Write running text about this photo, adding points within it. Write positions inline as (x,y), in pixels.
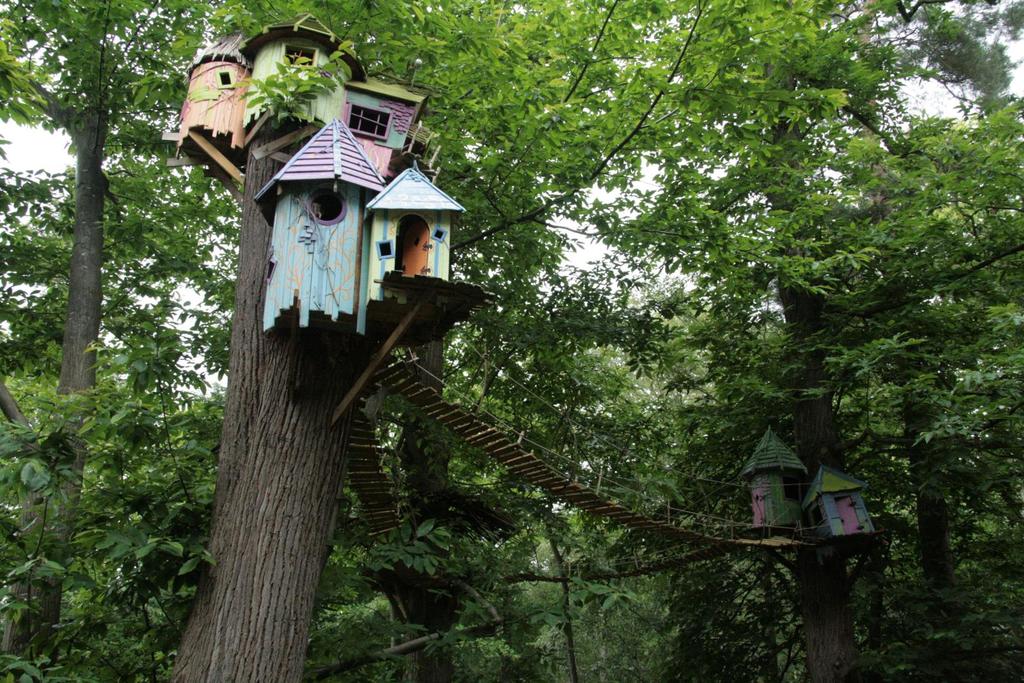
In this image we can see the tree houses (381,244) with the wooden bridge (573,499). We can also see many trees (535,368). Some part of the sky (613,247) is also visible.
